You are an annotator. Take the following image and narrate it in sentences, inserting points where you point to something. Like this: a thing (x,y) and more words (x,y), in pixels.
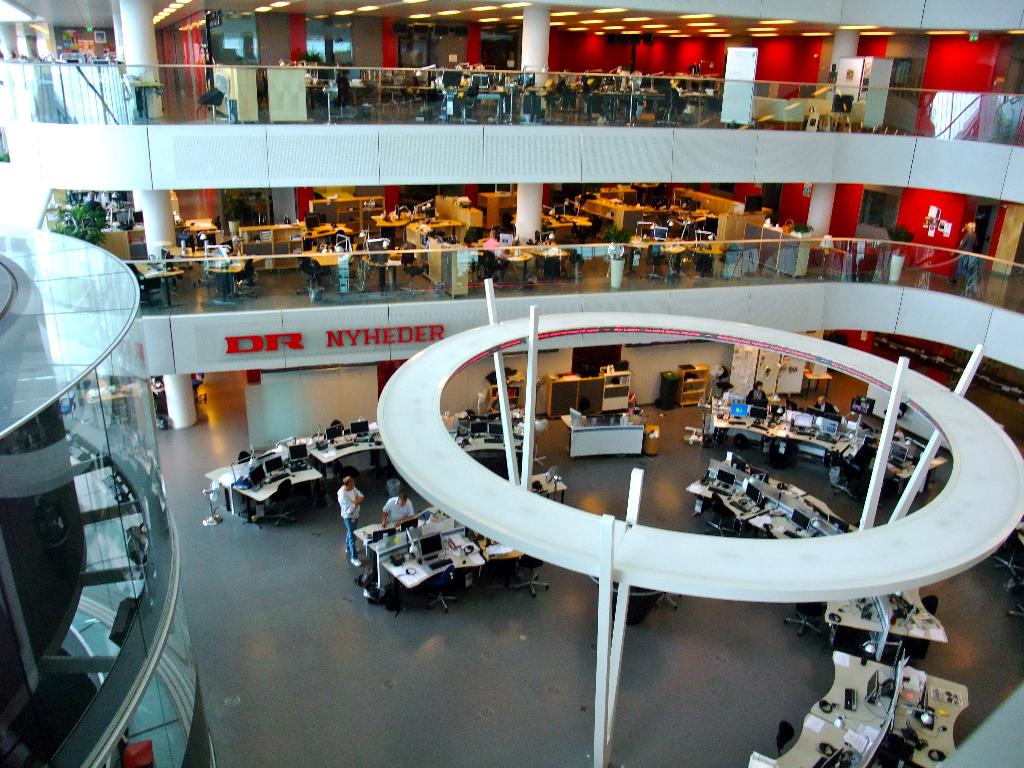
In the center of the image (528,434), we can see a monument (654,555) and in the background (250,243), there are stands (250,243) and we can see people (386,516) and there are laptops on the tables (820,507) and some objects (677,218) and there are boards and pillars (136,44) and some other objects (617,387) and we can see houseplants (102,217) and there is a floor (333,696).
